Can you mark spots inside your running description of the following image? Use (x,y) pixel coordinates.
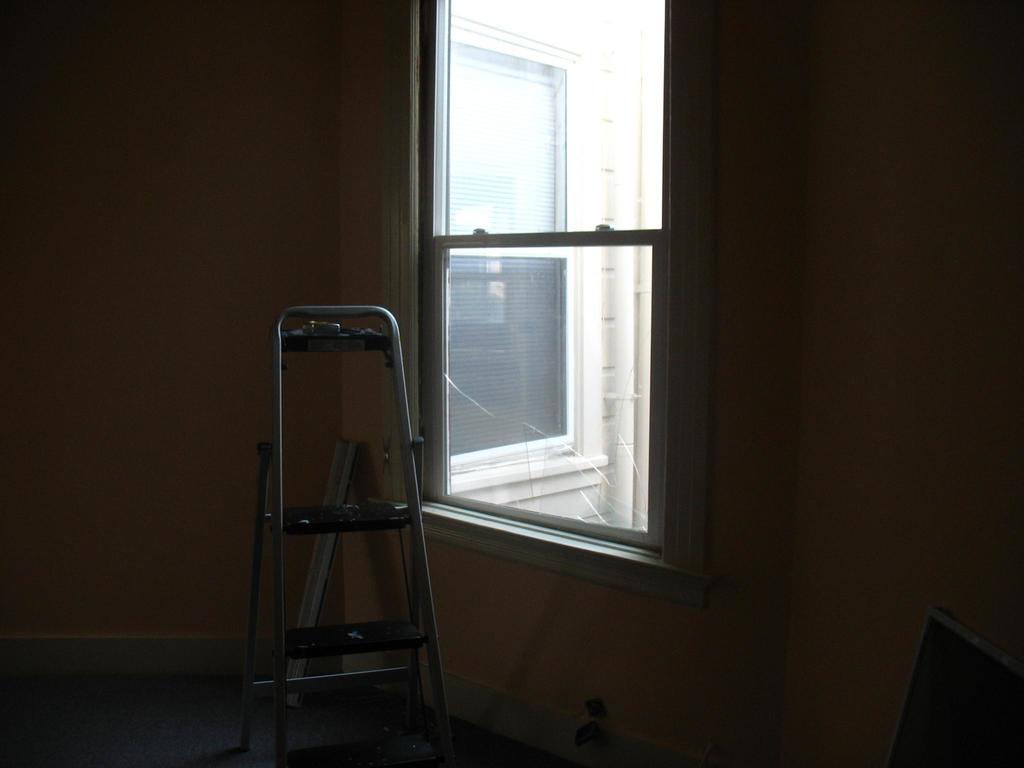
In this image I see a ladder (322,511) over here and I see the wall (964,568) and I see the window (611,235) over here and through the window (509,245) I see another window (520,268) and 2 pipes (622,344).
